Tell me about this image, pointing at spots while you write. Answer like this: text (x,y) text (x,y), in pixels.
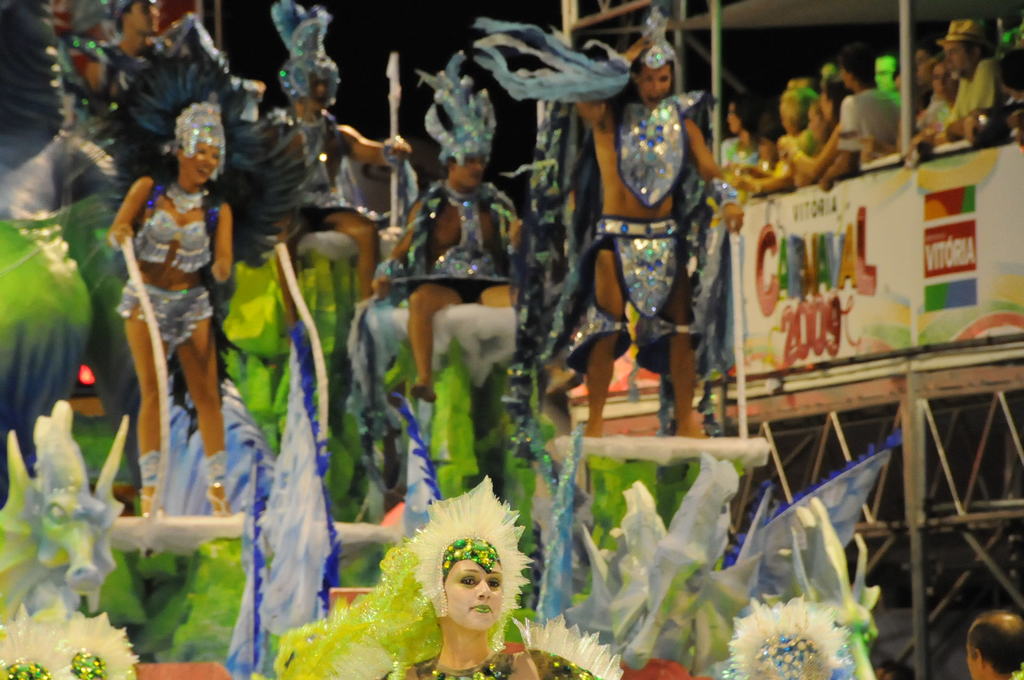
In this picture, we can see a few people (409,668) in a costume (415,678), and a few (441,259) are holding some objects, we can see poles (908,465), floor (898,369), poster (881,330) with some text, and the dark sky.
